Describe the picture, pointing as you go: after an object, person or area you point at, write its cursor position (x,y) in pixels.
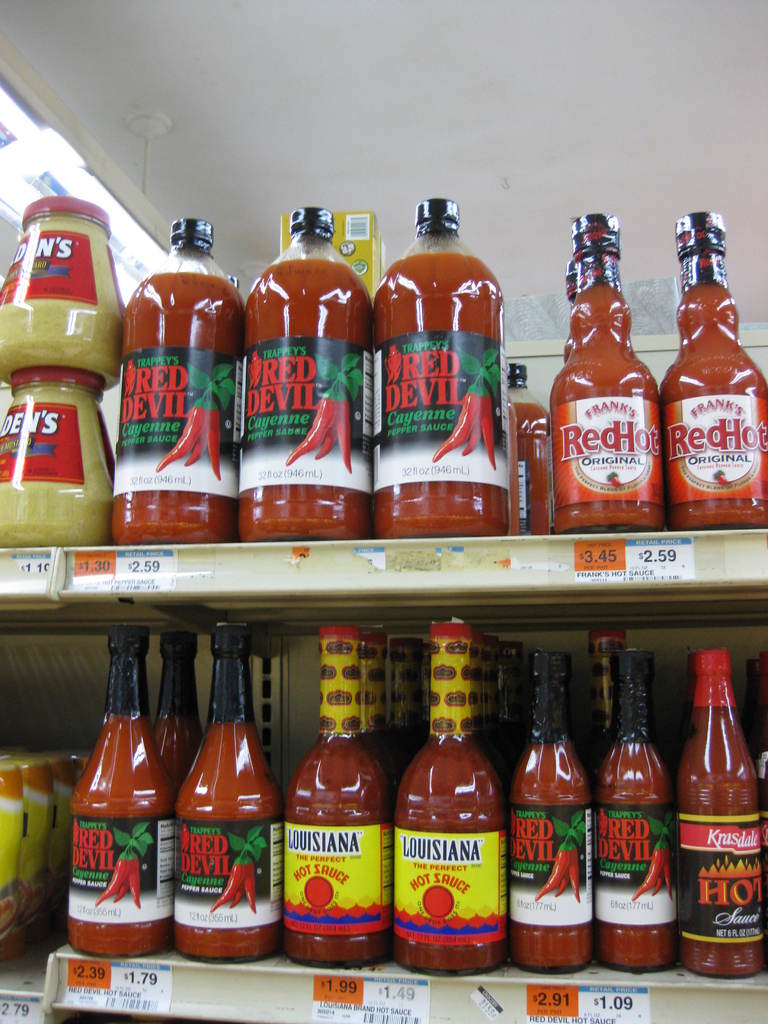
I can see bottles (361,799) on rack (311,591) at the top (391,45) there is a wall (446,117).
